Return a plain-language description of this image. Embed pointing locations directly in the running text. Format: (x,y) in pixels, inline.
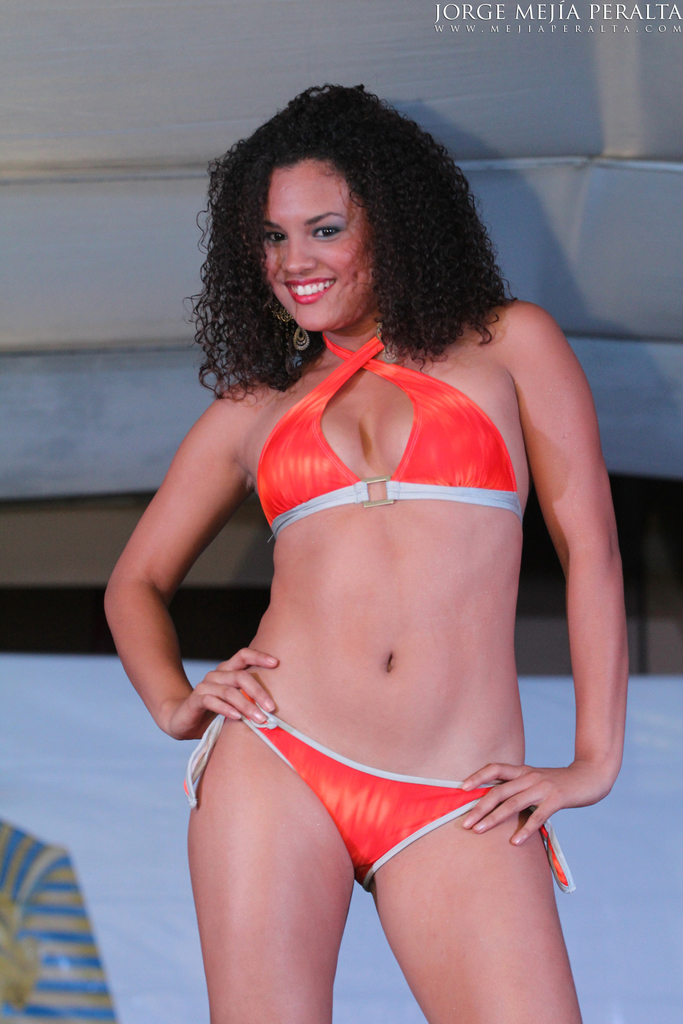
In this picture we can see a woman (244,268) standing and smiling. There is an object (84,1021) in the background (592,984). We can see the text (566,6) in the top right (593,20).
